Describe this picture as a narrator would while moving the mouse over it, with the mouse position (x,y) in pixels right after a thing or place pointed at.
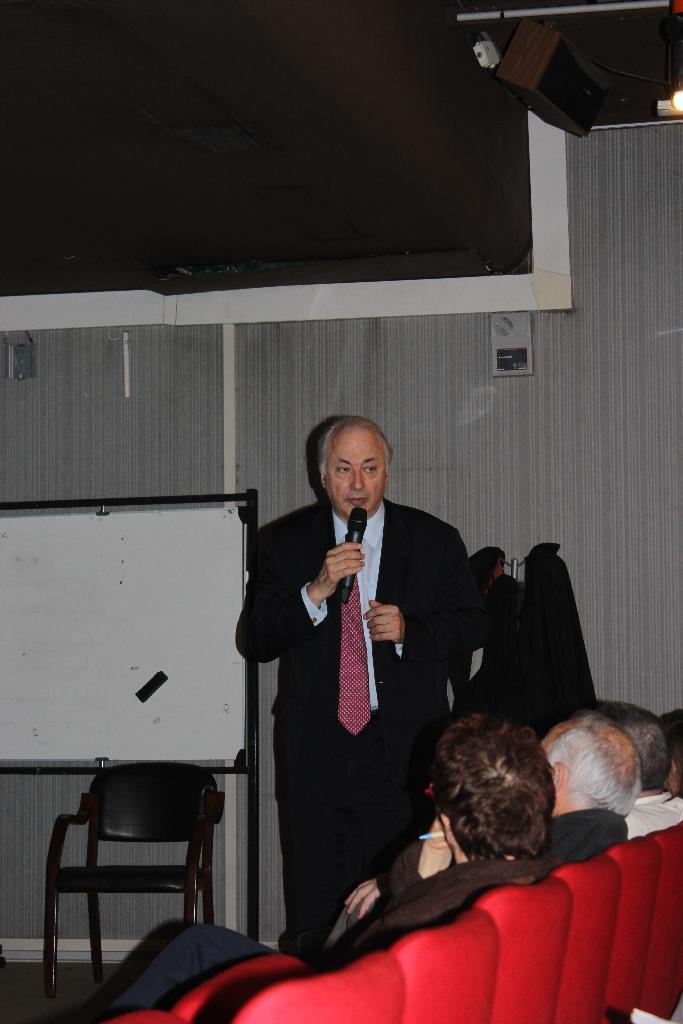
In the image there is a man (368,560) holding a microphone (364,513) and opened his mouth (356,499) for talking. On right side (610,756) there are group of people (676,782) sitting on chair (302,965), on left (171,729) we can see a white color board (149,596) and a chair (176,774) on top (551,84) we can see speakers (523,81).
